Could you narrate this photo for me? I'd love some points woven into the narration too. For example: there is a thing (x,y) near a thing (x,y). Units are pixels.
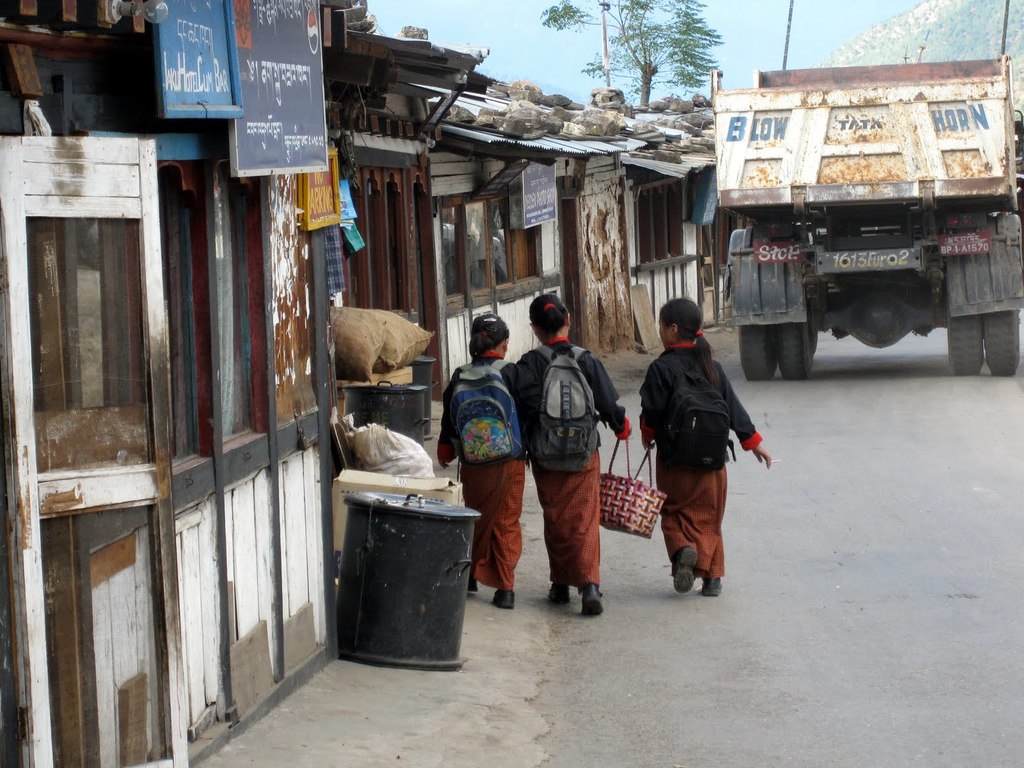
In this picture we can see houses (458,179) with windows (234,352) and banners (535,198). This houses (432,167) are made of sheet (458,136) and rocks (526,99) are kept on this sheets (481,106) and aside to this we have road (813,490) and on road (871,584) we can see a vehicle (847,211) and three girls (678,321) are walking on the road (619,403) with carrying bags (498,407) and a basket (643,498) and above there is a tree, sky (755,26), hill (917,5).
